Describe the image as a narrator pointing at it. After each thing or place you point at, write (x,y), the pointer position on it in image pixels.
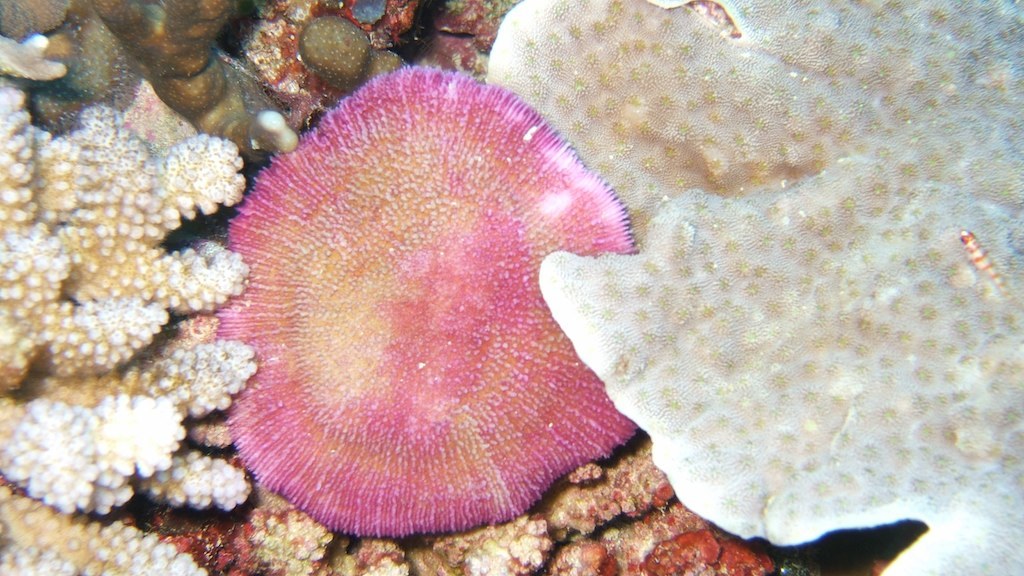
In this image there are underwater plants (157,570).
